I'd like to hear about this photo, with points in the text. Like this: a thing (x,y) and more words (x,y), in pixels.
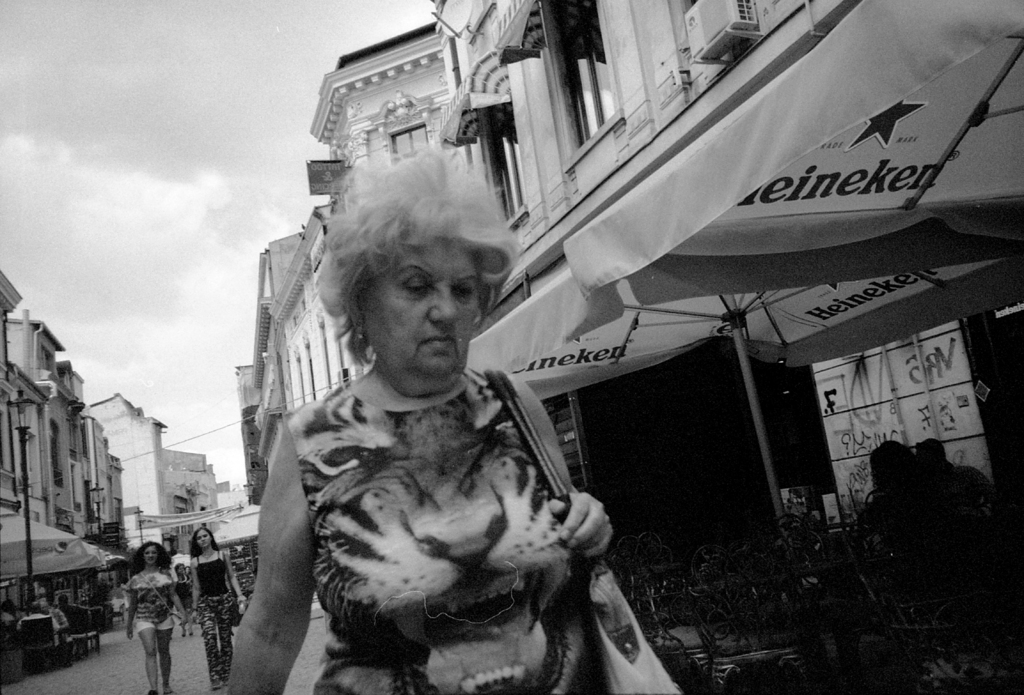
In this image I can see some people (279,625). I can see the buildings (312,236). At the top (251,219) I can see the clouds (185,210) in the sky (196,209). I can also see the image is in black and white color.
